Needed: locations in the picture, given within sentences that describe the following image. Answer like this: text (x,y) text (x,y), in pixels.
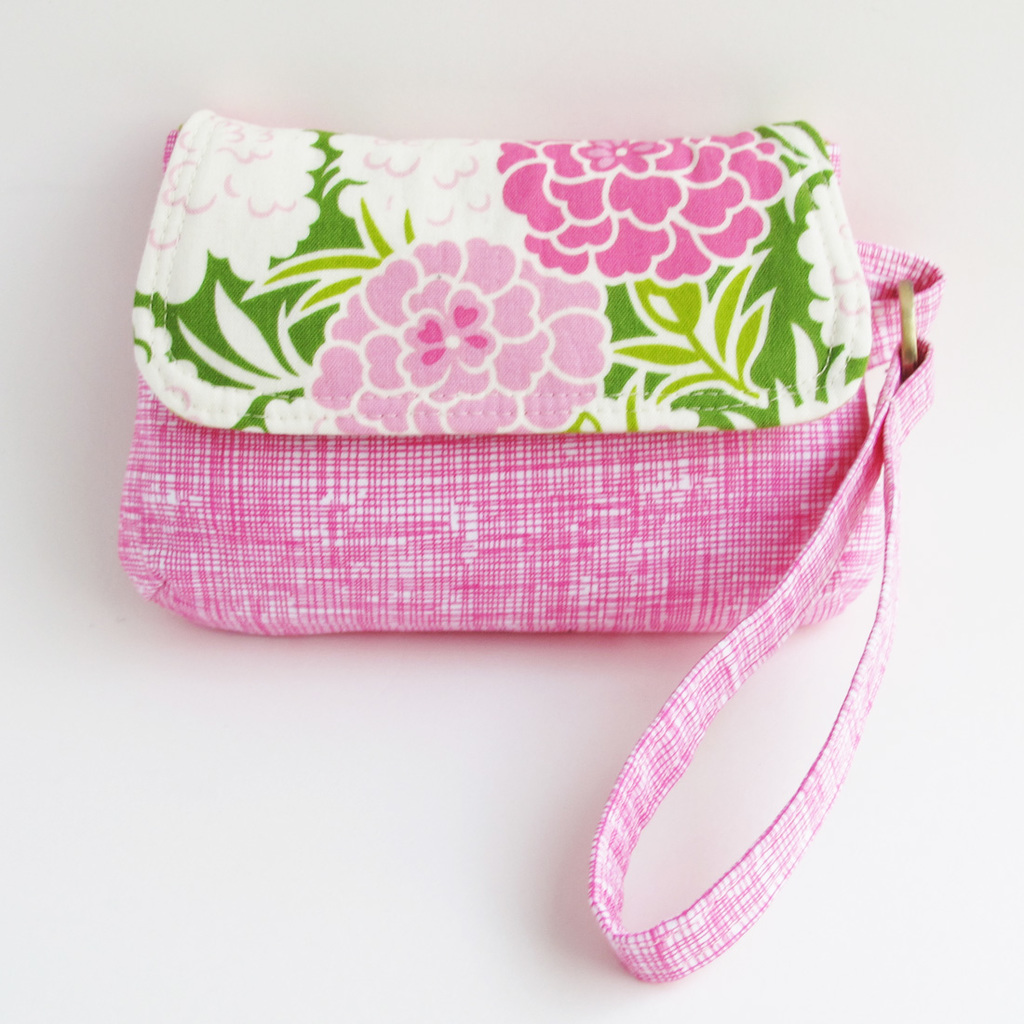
In this picture there is a hand bag (543,613) it has some flowers (412,192) printed on it and there is a holder (828,519).
